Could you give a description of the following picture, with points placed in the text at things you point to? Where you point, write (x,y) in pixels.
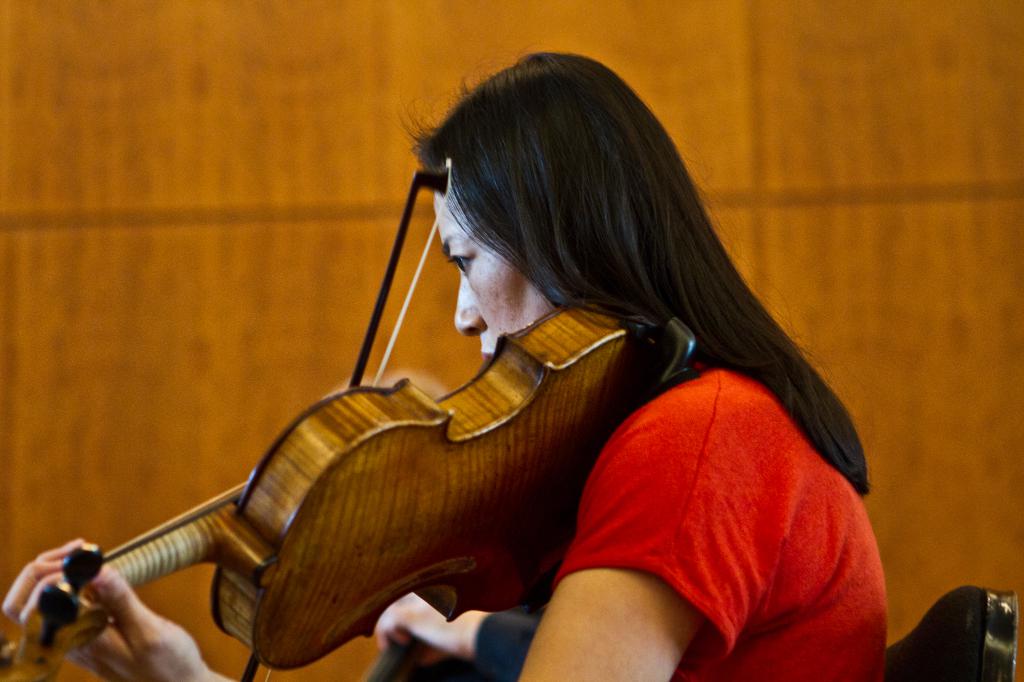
In this picture we can see a woman (684,475) sitting on the chair (974,629). She wear a red color dress (685,525). And she is playing a string instrument (381,483).
